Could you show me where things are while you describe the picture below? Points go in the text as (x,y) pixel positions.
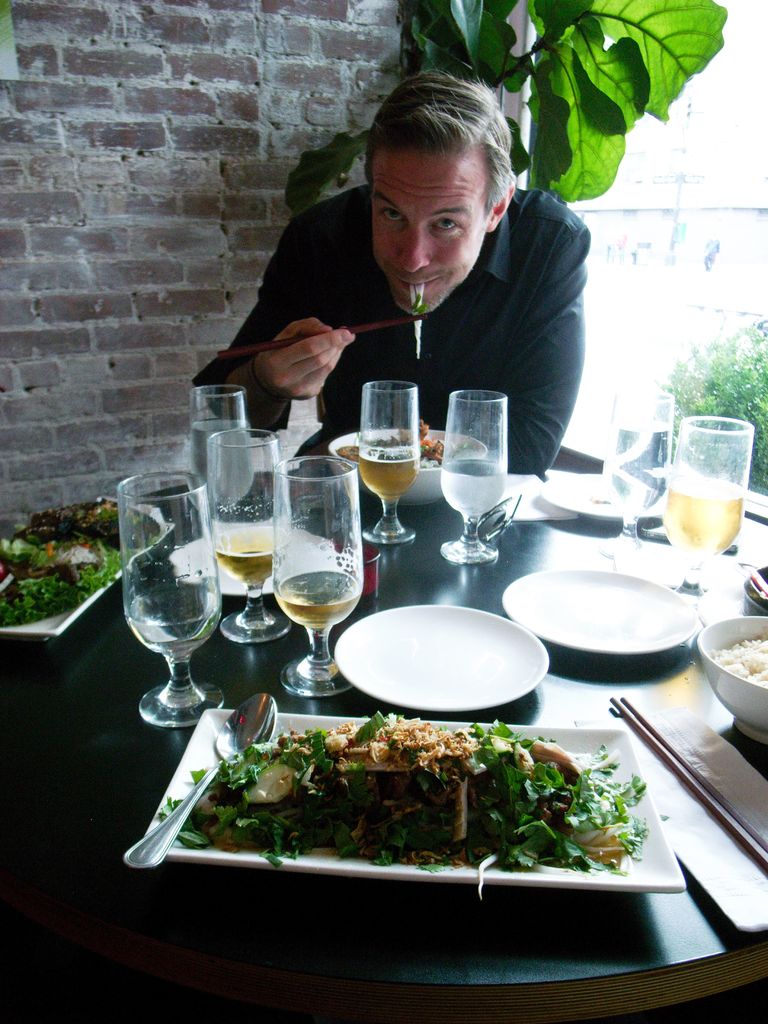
In this picture a man (487,320) is seated on the chair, and he is eating, in front of him can find couple of glasses (299,617), plates (368,624), spoons (219,760), bowls (720,639) and some food (325,746) on the table (212,664), in the background (569,19) we can see couple of plants (588,121) and a wall (195,213).
